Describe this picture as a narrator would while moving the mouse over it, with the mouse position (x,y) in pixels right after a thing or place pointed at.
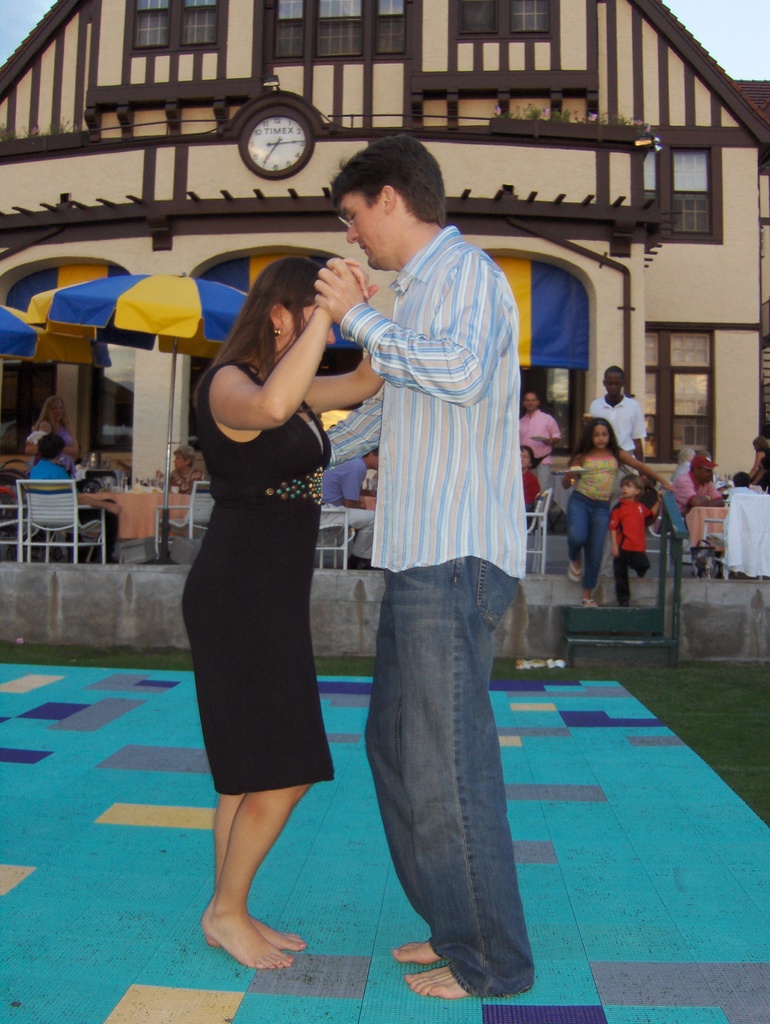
In the middle (484,515) a man (405,672) is dancing, he wore shirt (462,515), trouser (470,598) by holding a woman (286,543), she wore black color dress (266,618). Behind them there are few people (60,469) are sitting on the chairs (345,539). behind them there is a building (229,176), on the right side (603,497) 2 kids (587,493) are walking through the steps (581,634).
